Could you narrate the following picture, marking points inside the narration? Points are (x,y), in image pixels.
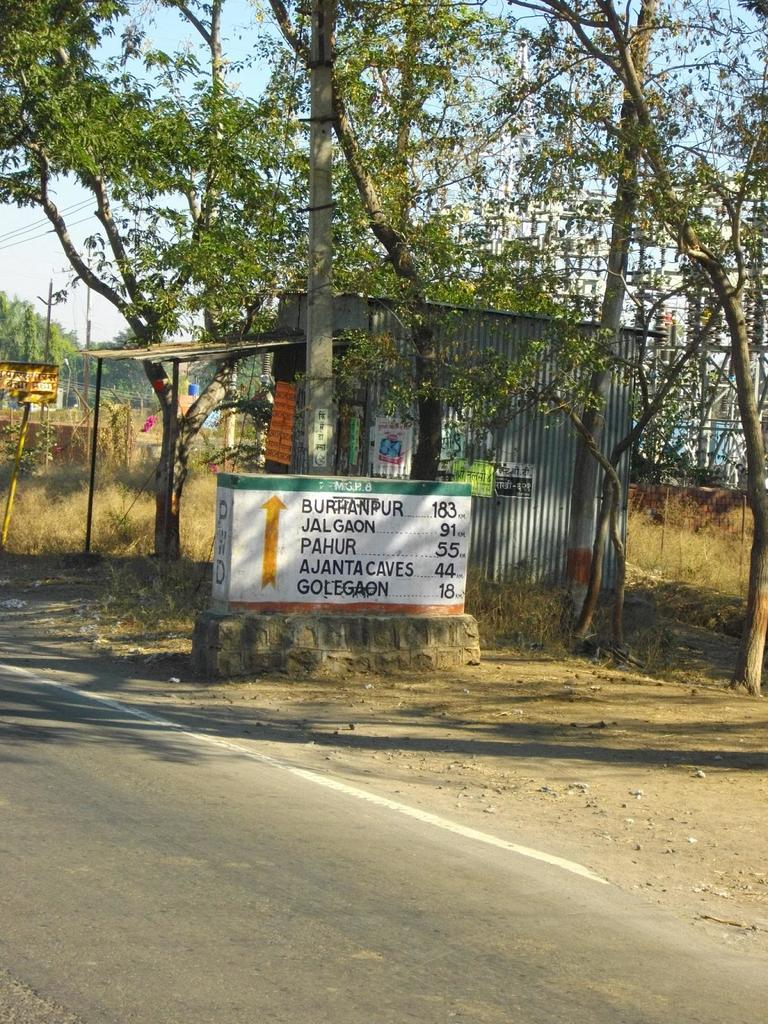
In the image we can see beside the road (56,726) there is a small wall (359,555) on which there is a route information (430,557) and on the ground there are dry plants (468,577). There is an iron shed (385,378) and behind there are trees (183,483).
